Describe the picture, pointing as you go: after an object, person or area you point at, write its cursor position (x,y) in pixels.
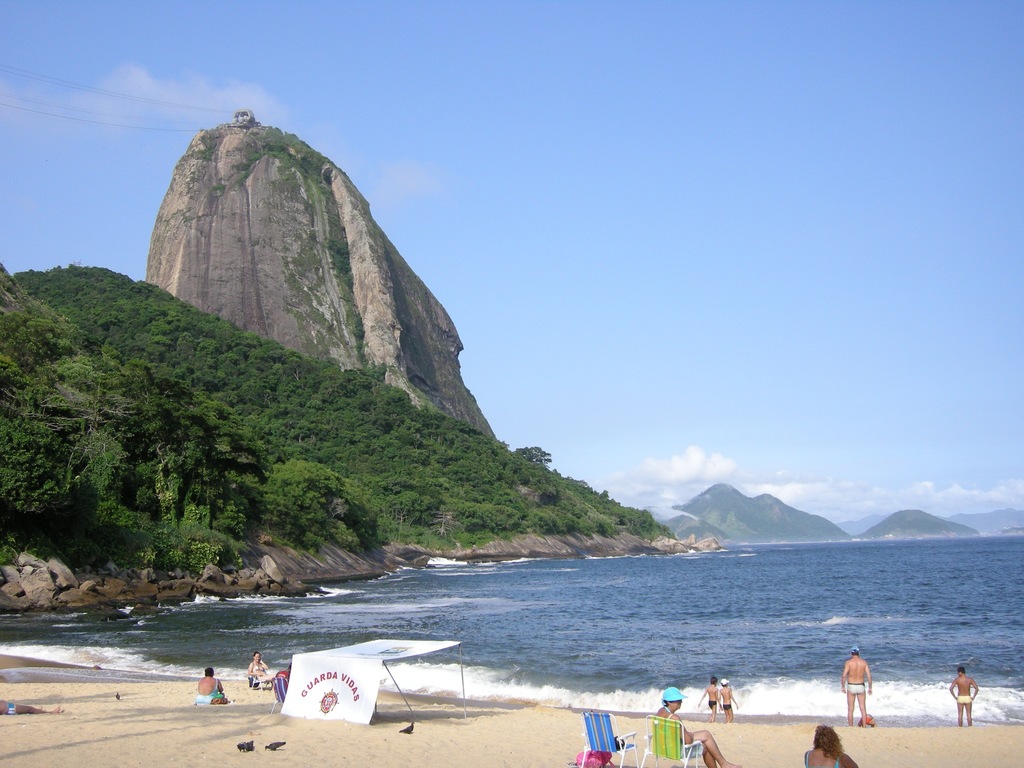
In the foreground (420,707) I can see a group of people (716,682) are sitting on the chairs (664,721) and few are standing on the beach (632,719) and a tent (366,705). In the background (427,691) I can see water (423,575), trees (336,488), mountains (232,475), stones (186,578), birds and the sky (570,180). This image is taken may be near the ocean (270,615).
